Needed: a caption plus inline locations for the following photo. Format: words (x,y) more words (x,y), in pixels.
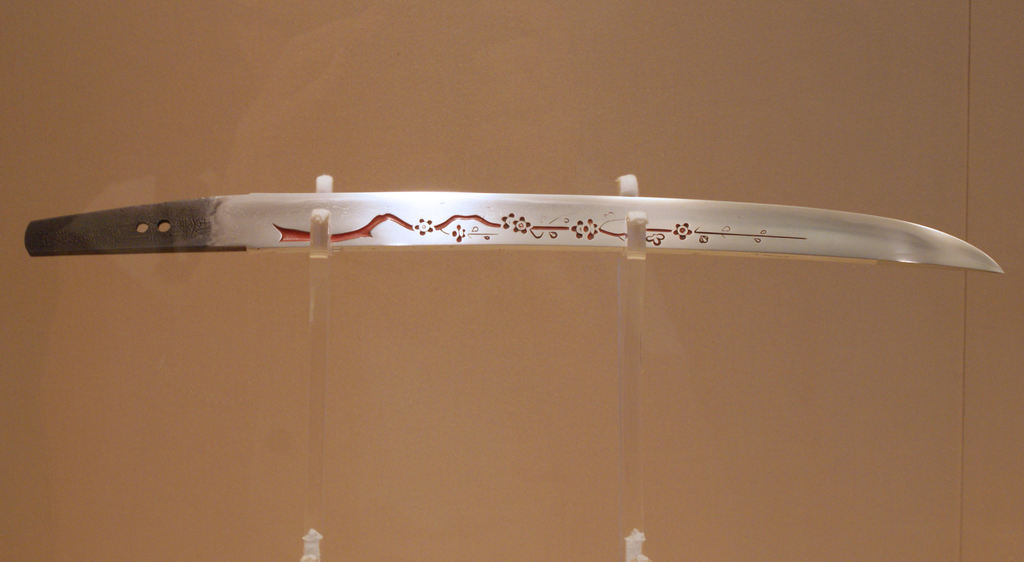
In this picture there is a sword (58,250) in the center of the image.
